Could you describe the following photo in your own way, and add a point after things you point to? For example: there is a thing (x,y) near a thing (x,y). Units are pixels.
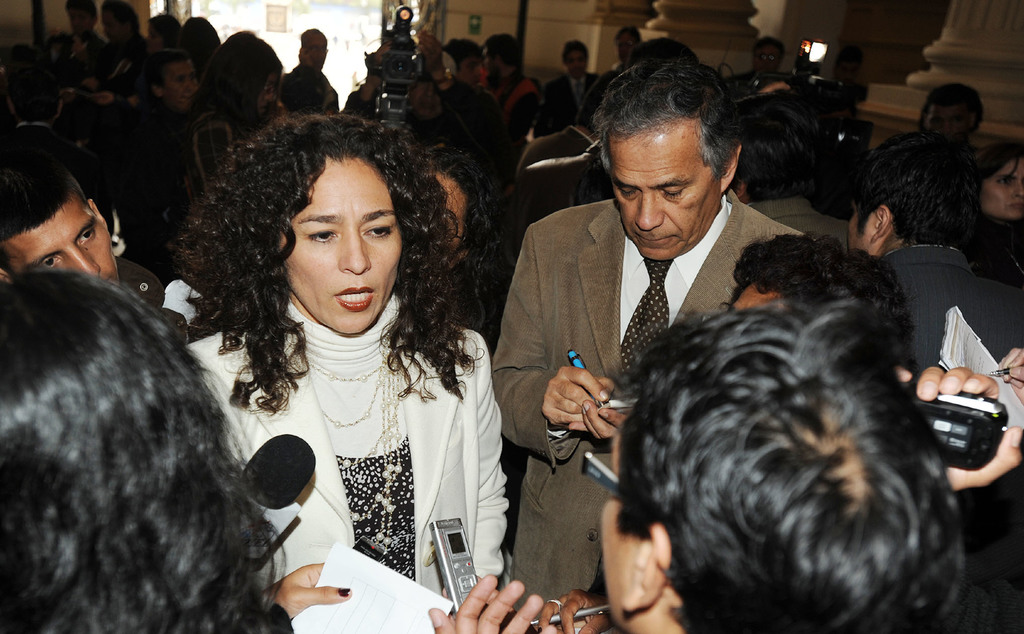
In this image there are so many people (475,405) standing, few are holding papers (394,620), mobile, pens (576,617), cameras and books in their hands (508,591) and in the background (623,2) there are a few pillars (962,47) of a building (865,44).
